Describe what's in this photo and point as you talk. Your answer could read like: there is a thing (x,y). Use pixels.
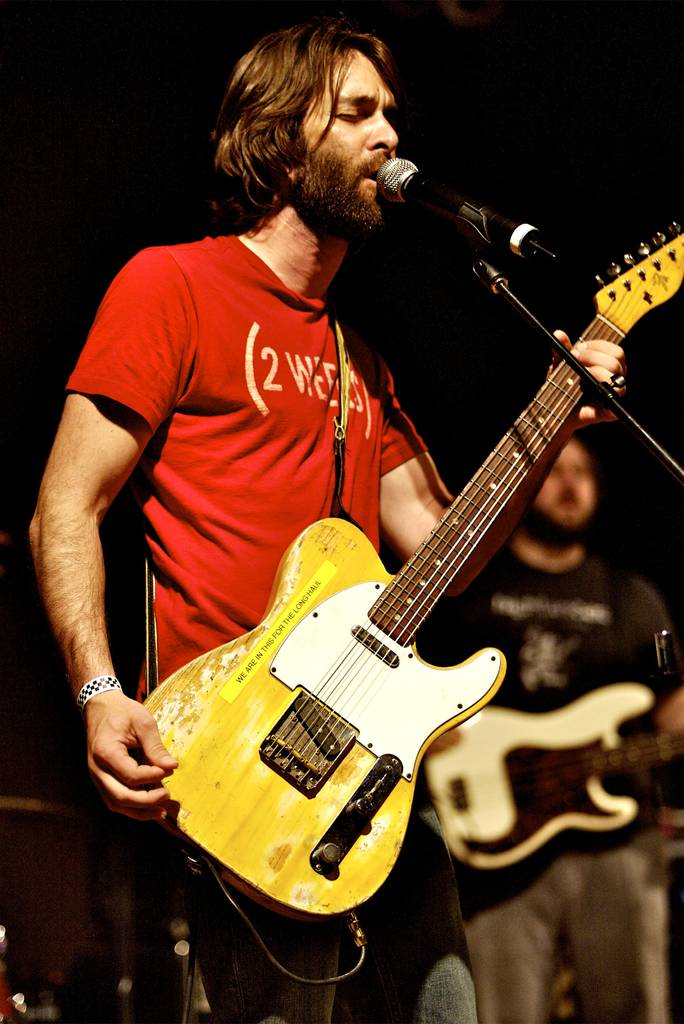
In this image I can see a person (168,383) with red T-shirt (223,496) standing in-front of the mic (471,236) and holding the guitar (305,736). In the back (511,680) there is another person (501,902) standing and holding guitar (477,791).
